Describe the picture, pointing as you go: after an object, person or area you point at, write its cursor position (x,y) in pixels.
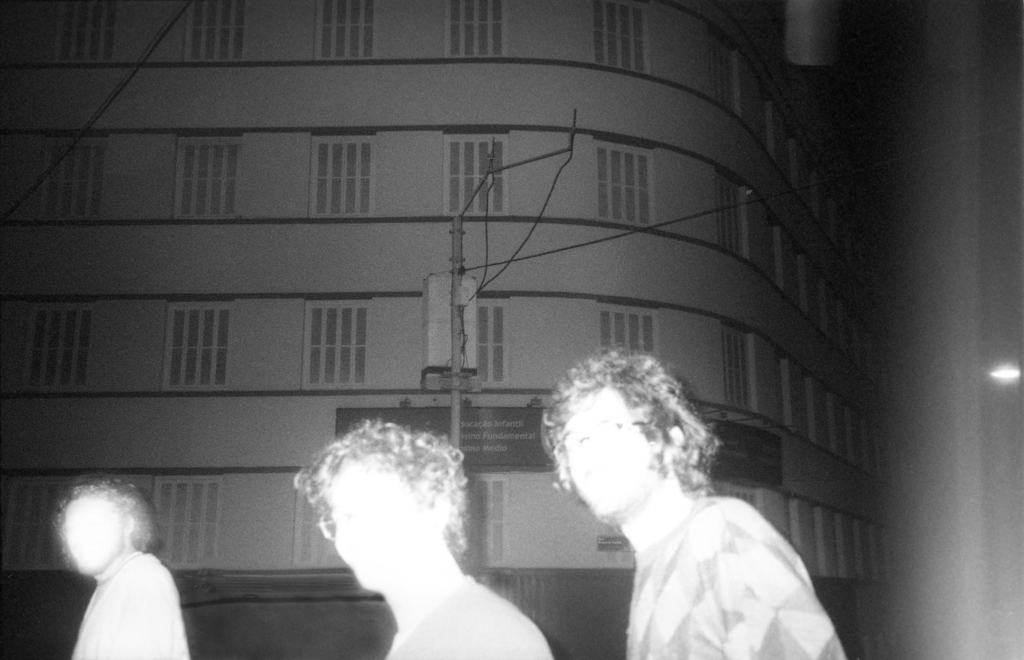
This image is taken outdoors. This image is a black and white image. In the background (597,177) there is a building (583,285) with walls (569,358), windows (494,366) and there is a board (533,418) with a text (507,432) on it. In the middle of the image (633,414) there is a pole (457,432) and there are three men (637,437).
